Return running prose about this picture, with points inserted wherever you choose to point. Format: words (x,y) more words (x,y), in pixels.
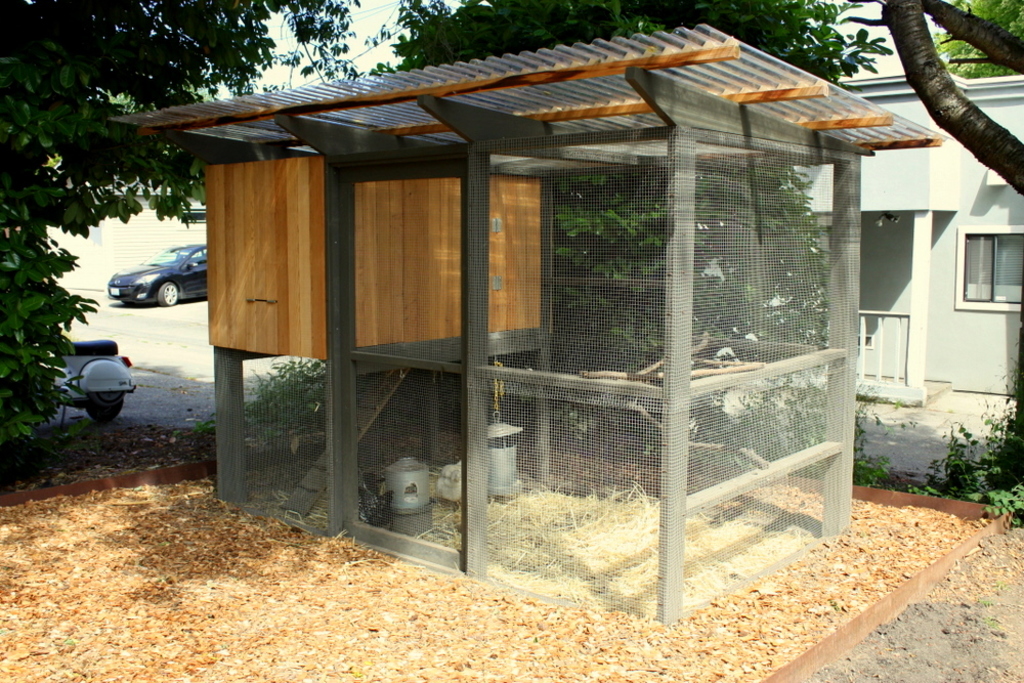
At the bottom of the picture (316,609), we see the wood chips (350,628). In the middle (364,294), we see the chicken coop (512,312). We see grey color objects (489,483) and grass (558,514) are placed inside the coop (472,443). On the left side (48,253), we see a tree (23,292) and a scooter (110,385). We see a car (128,268) is parked on the road (101,338). In the background (175,230), we see a building (144,236). There are trees (814,249) and a building (970,272) in the background (984,275). We even see the railing (908,378).
